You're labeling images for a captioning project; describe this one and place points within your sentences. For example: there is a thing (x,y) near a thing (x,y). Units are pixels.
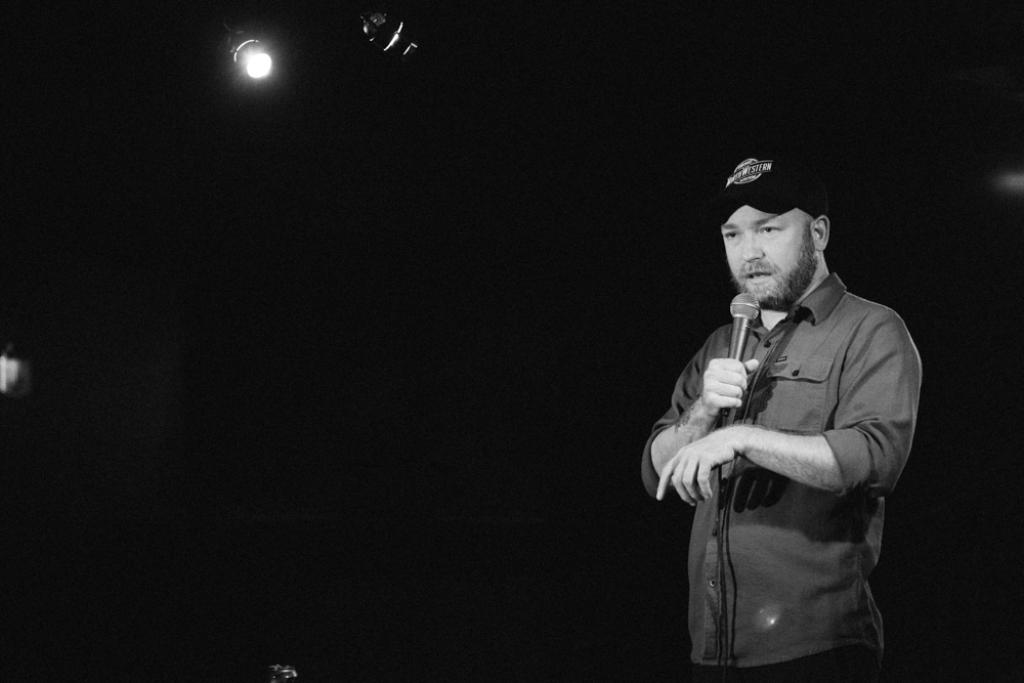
In this image I see a man (671,436) who is wearing a cap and holding a mic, In the background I see the light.
